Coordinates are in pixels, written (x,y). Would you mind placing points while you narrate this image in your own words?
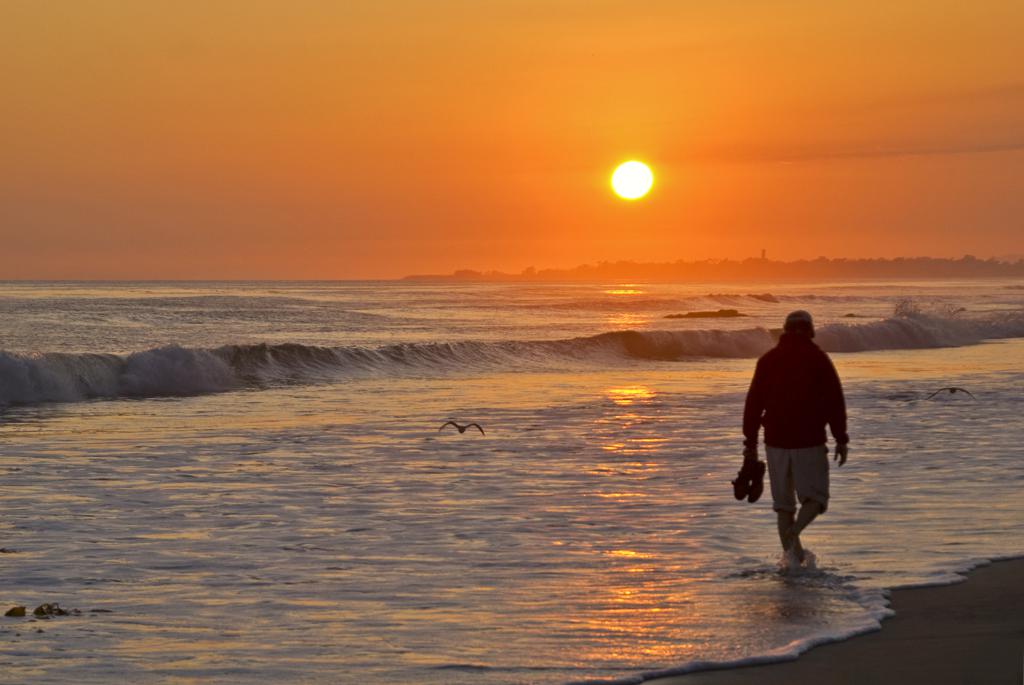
In this image there is a person (828,413) walking in the water (750,548) and he is holding shoes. There are birds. In the background of the image (702,262) there are trees (721,271), mountains (882,270), sun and sky (544,70).
